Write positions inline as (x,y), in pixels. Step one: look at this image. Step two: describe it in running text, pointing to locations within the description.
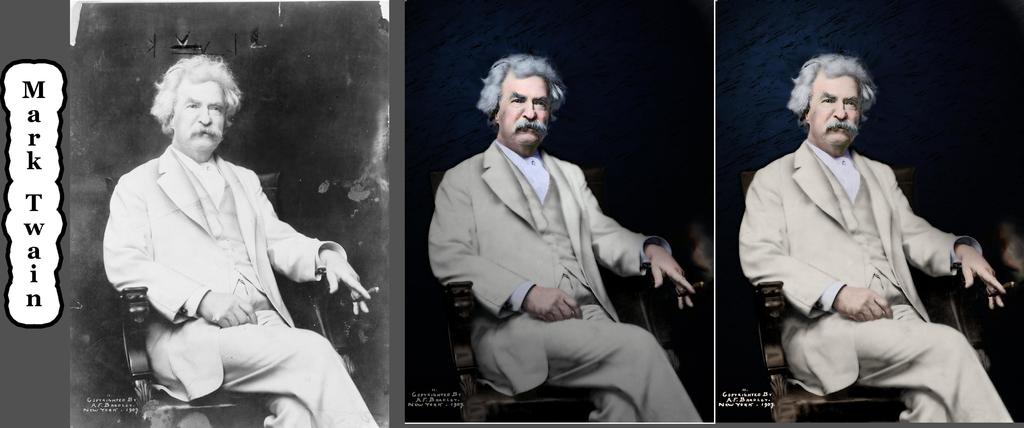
This image looks like an edited photo in which I can see one person (559,290) three times are sitting on the chairs (881,393).
